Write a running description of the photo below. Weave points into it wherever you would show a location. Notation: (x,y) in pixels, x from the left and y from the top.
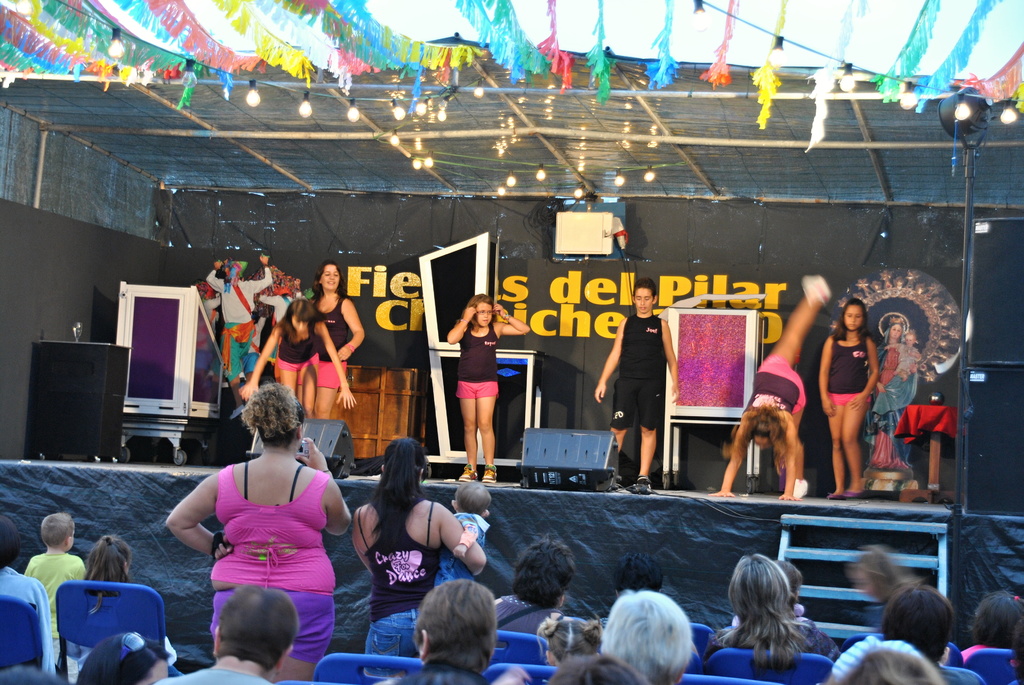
In this image we can see few people (54,548), some of them are sitting on chairs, a person (457,540) is carrying a baby (471,529), some of them are standing on the stage (507,495) and there are few objects (199,383) on the stage (978,594), there are stairs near the stage (970,606) and there are lights (954,102) and decorative objects (425,48) at the top (820,54).
